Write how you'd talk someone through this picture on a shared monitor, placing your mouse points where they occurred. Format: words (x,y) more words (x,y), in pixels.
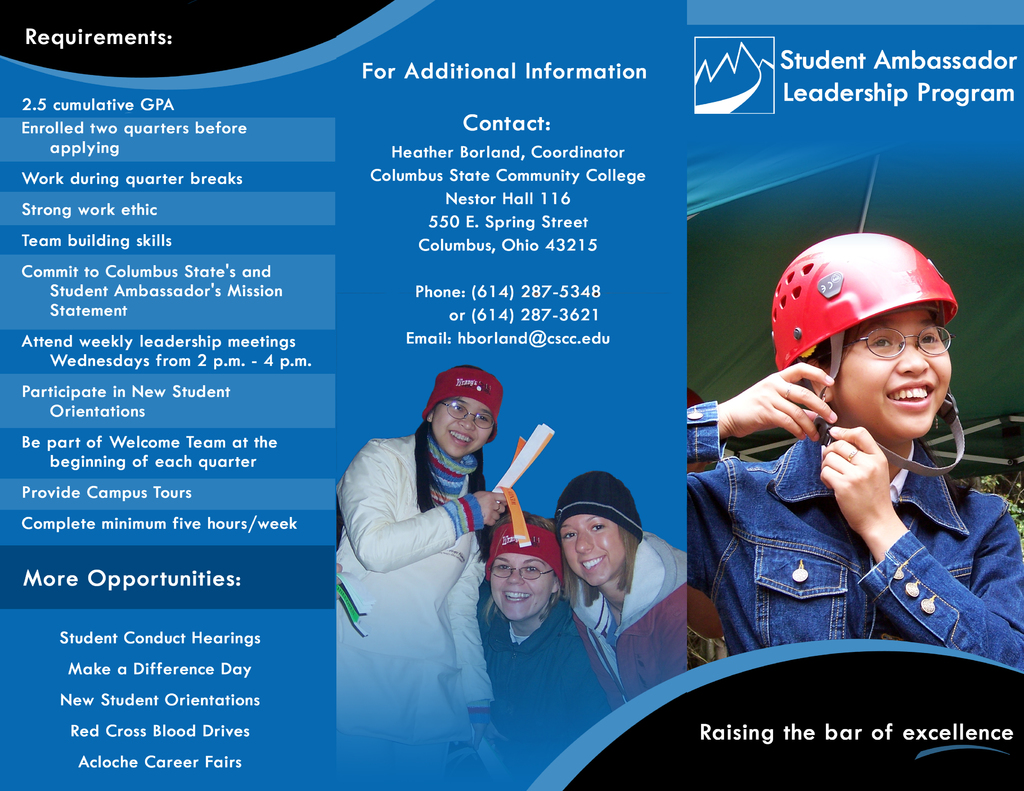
This is a poster. In this poster something is written. In the center (452,508) there are three girls (486,606). They are wearing caps (485,384). And two are wearing specs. One is holding papers (528,462). On the right side (856,490) a girl (867,459) is wearing a specs (864,344) and helmet (836,300).
